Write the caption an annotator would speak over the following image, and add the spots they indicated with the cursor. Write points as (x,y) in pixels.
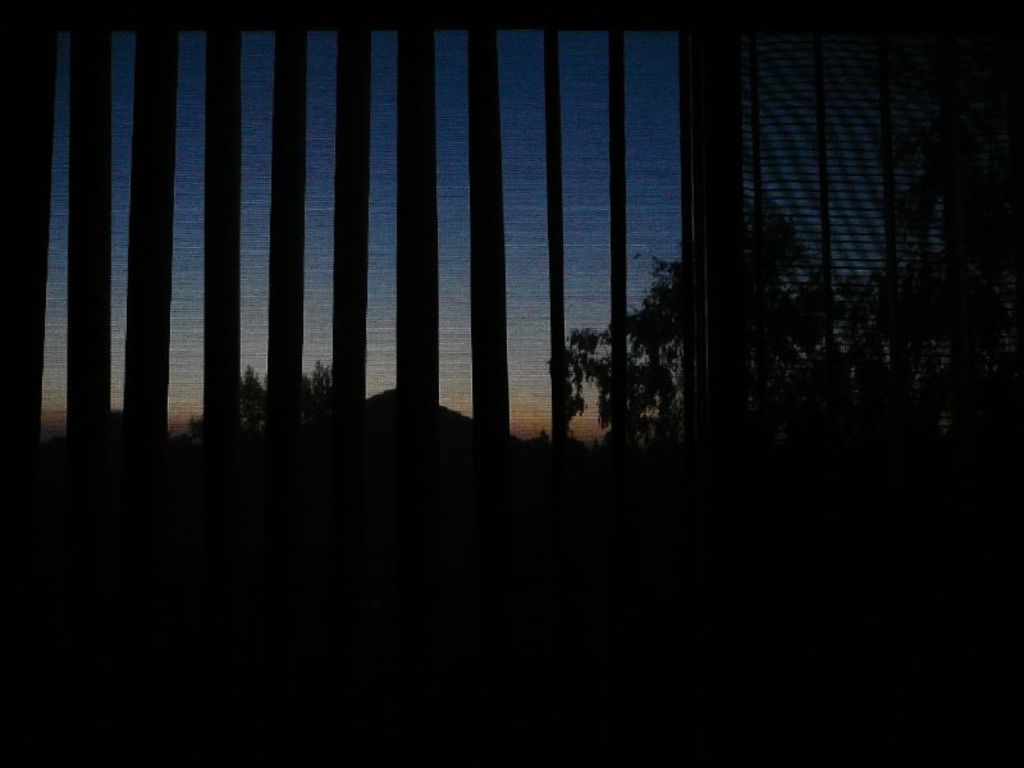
In this image we can see an object (847,194) looks like grille (706,170) and there are few trees (681,406) and the sky (517,335) in the background (532,334).
